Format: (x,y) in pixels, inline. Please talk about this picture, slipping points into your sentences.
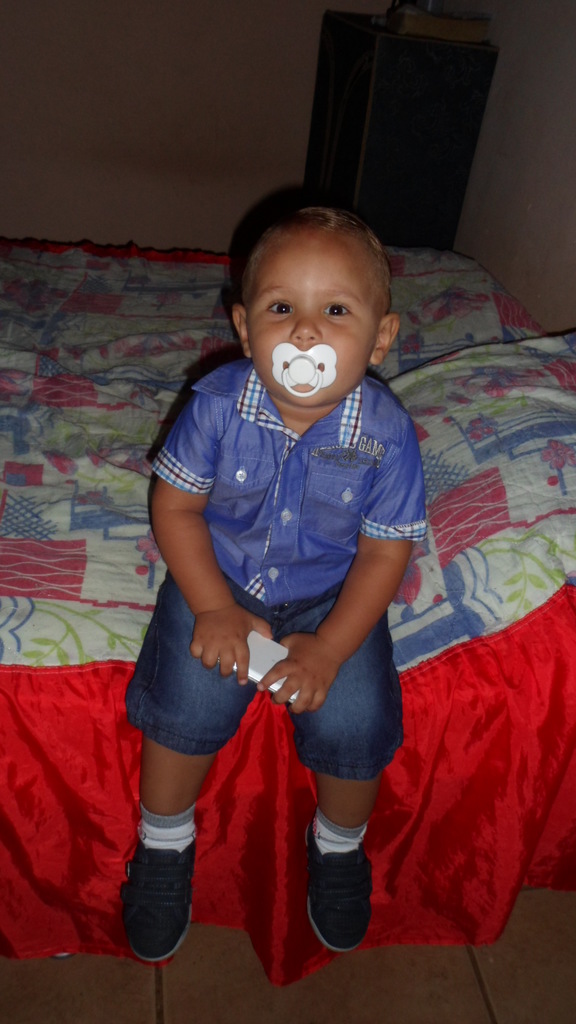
In this image a boy (244,478) wearing a blue shirt (253,465) is sitting on the bed (437,528) having few pillows (434,429) on it. He is holding an object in his hand (278,665). Beside bed (269,712) there is a table (371,192) having book (437,33) on it.
